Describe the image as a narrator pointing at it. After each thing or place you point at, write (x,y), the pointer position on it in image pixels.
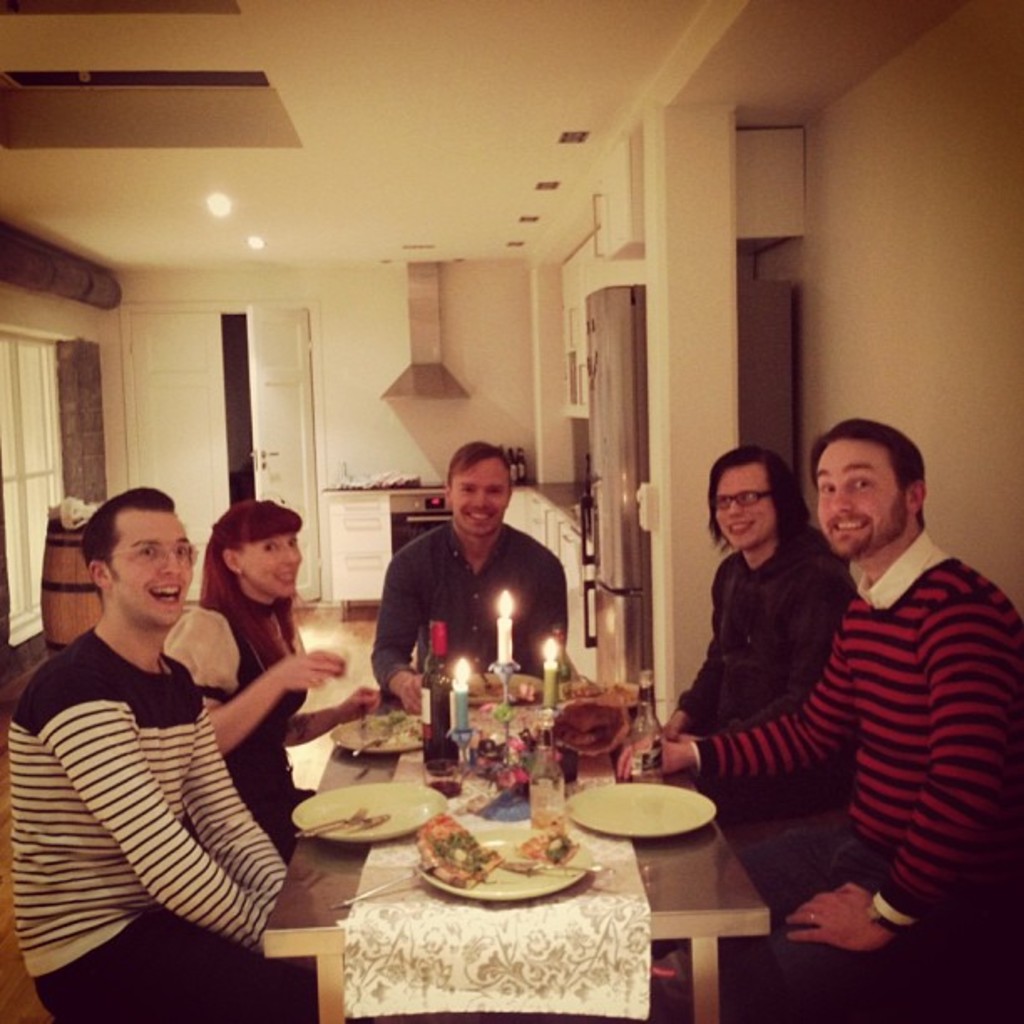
Here we can see a group of people (75,685) sitting on the chair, and in front (651,795) there is candle (505,643) and plates (651,808) and wine (433,723), and many other objects (515,808) on it, and here is the wall (960,360), and here is the door (221,358), and here is the light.
